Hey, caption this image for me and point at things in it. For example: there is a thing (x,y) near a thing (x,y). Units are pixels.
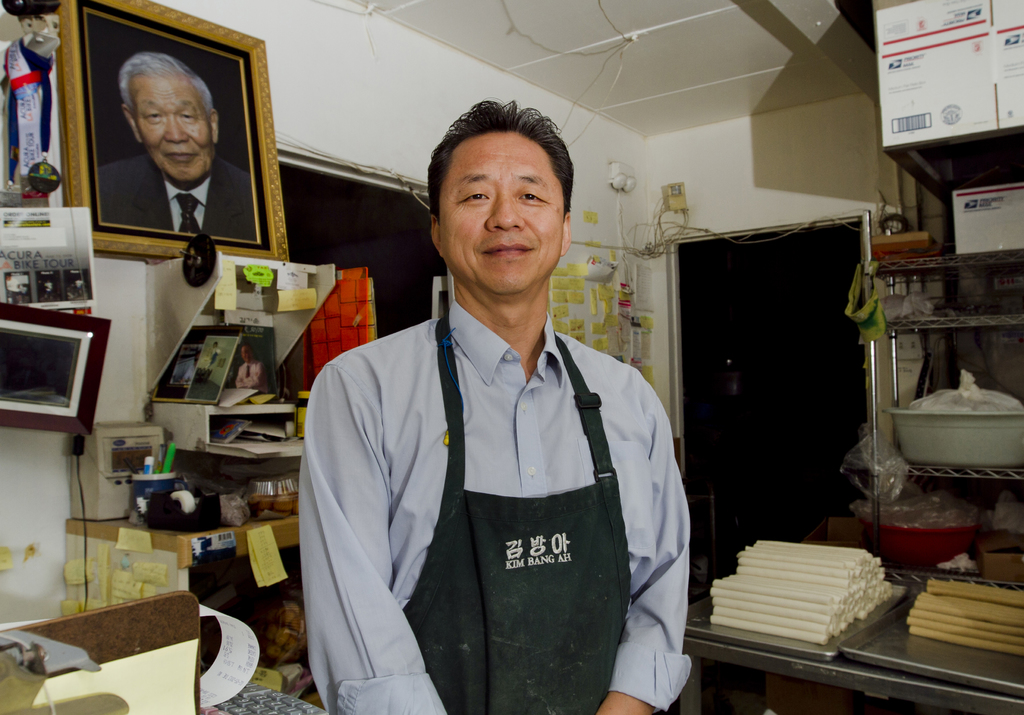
In the image we can see there is a man (522,320) who is standing in front (507,188) and he is wearing dark green colour apron (536,595). At the back (121,203) there is photo frame (112,128) on the wall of a person (186,161) and on table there are rolls (829,594) which are kept on a tray (933,640) and there are sticky notes (255,564) which are attached to the table (228,531) and in a pen stand (152,483) there are pens (147,464), marker (168,462).
